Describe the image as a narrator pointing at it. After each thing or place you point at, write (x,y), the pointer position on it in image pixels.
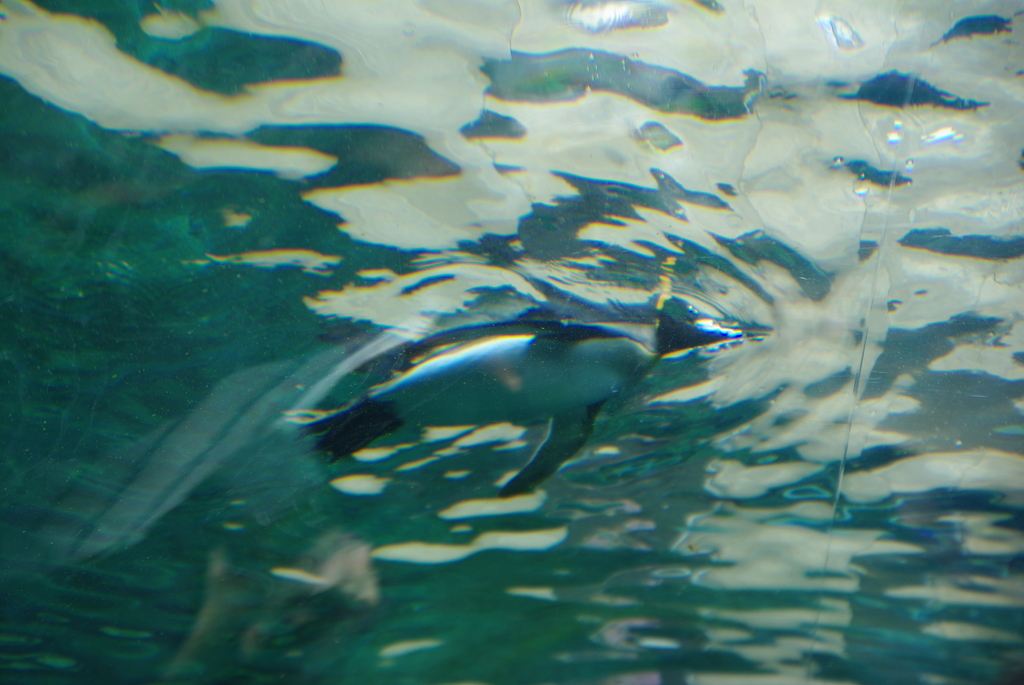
In the picture I can see a penguin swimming in the water (727,489).
